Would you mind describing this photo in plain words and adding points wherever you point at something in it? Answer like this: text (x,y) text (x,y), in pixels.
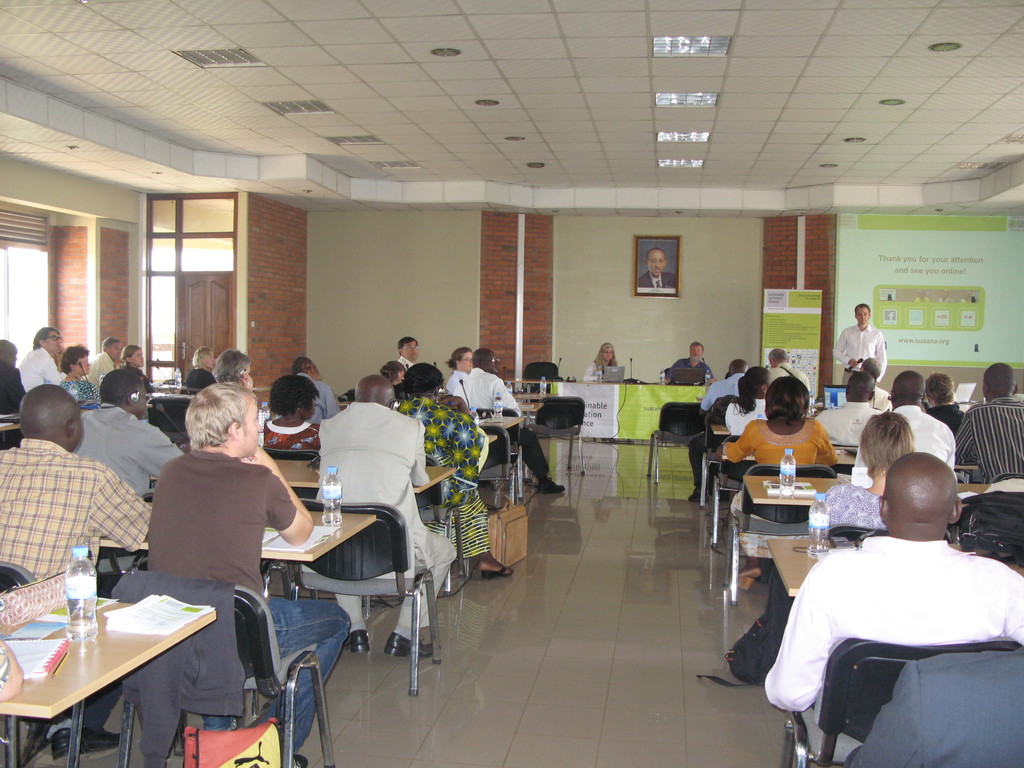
In this image there are few people (293,428) sitting on the chairs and a person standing in front of them and holding a microphone (866,359), there are tables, microphone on one of the tables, bottles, books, a frame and a poster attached to the wall (602,264), posters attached to one of the tables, a door (183,319), windows (38,286) and lights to the roof (168,2).
